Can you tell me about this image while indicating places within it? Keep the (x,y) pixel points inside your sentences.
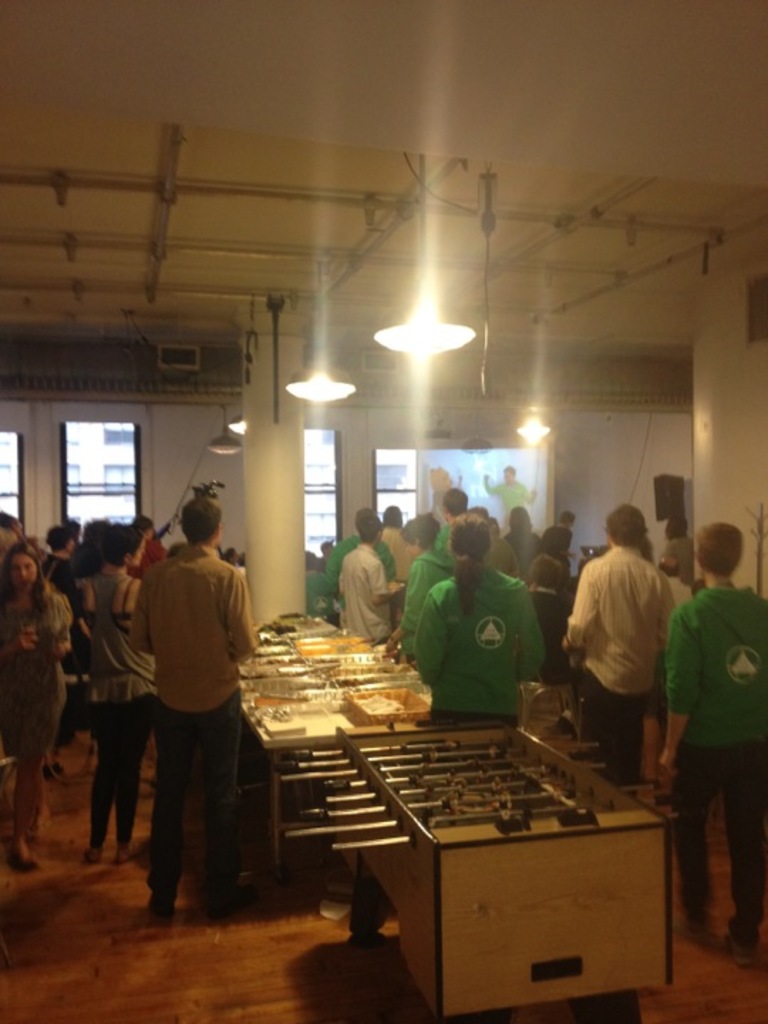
In this image there are group of people (215,567) who are standing. on the top (139,106) there is ceiling (651,116) and some lights (415,335) are there and in the middle (289,673) there are some tables (410,799) and in the background (74,458) there are some glass windows (123,464) are there.
